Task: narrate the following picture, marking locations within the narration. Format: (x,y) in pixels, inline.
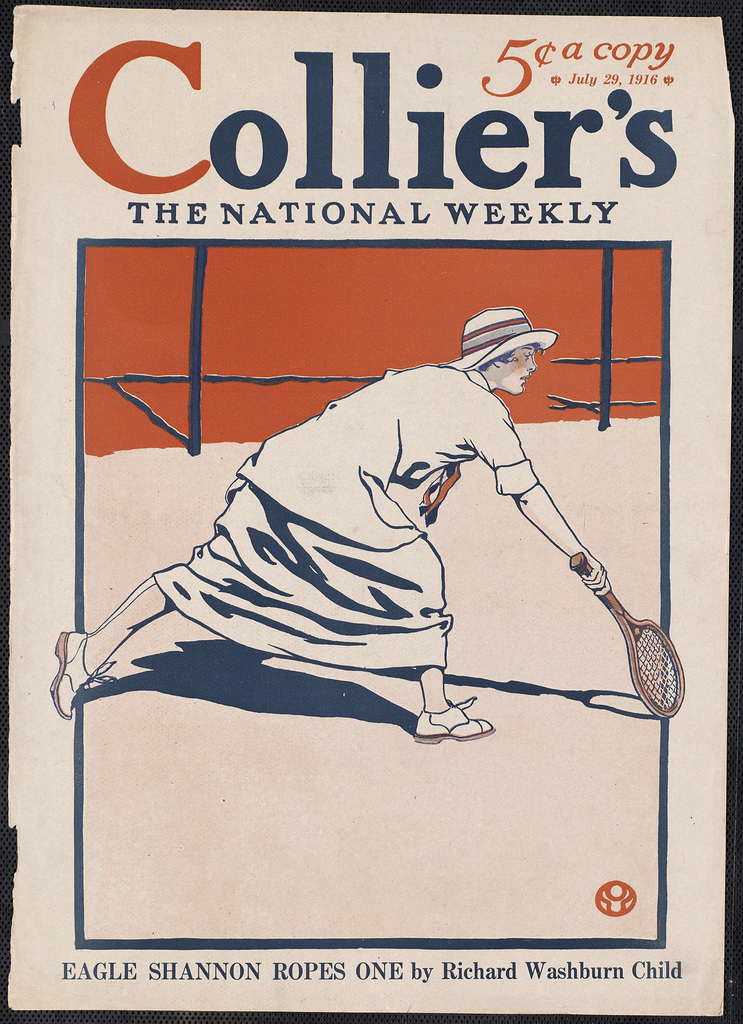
In this image I can see the paper (293,669). On the paper (296,612) I can see the person (355,618) with the dress (481,400) and hat (524,329). I can also see the person (377,614) holding the tennis racket (655,681). I can see the text (214,155) on the paper (138,79).
